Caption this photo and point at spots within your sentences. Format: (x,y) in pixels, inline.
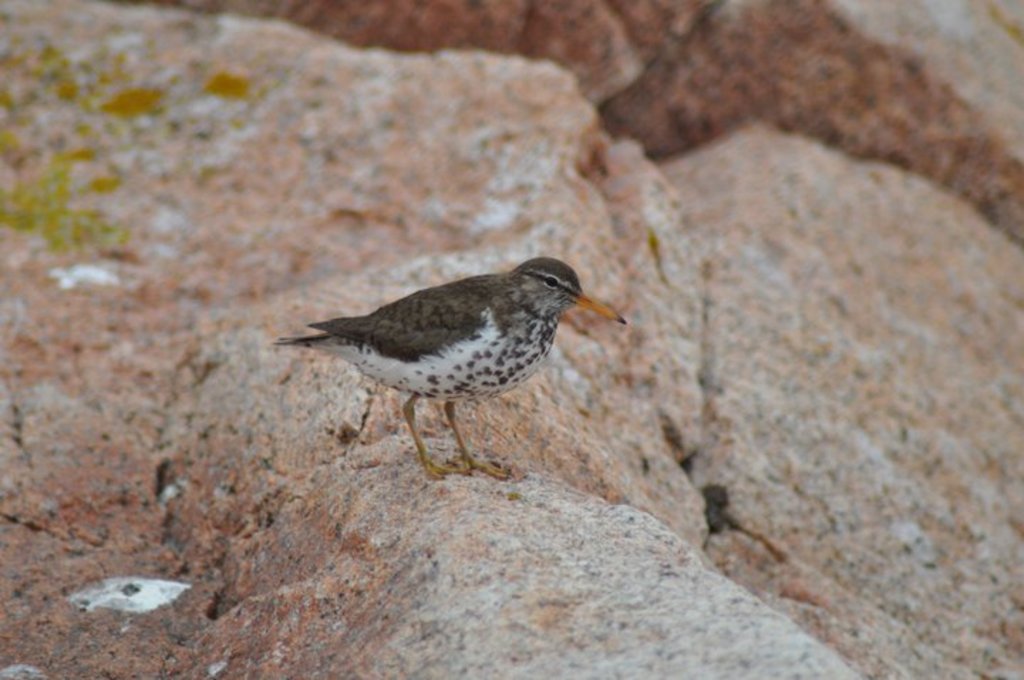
In this picture we can see a bird (382,369) standing on a rock (429,502) and in the background (706,60) we can see rocks (402,142).
